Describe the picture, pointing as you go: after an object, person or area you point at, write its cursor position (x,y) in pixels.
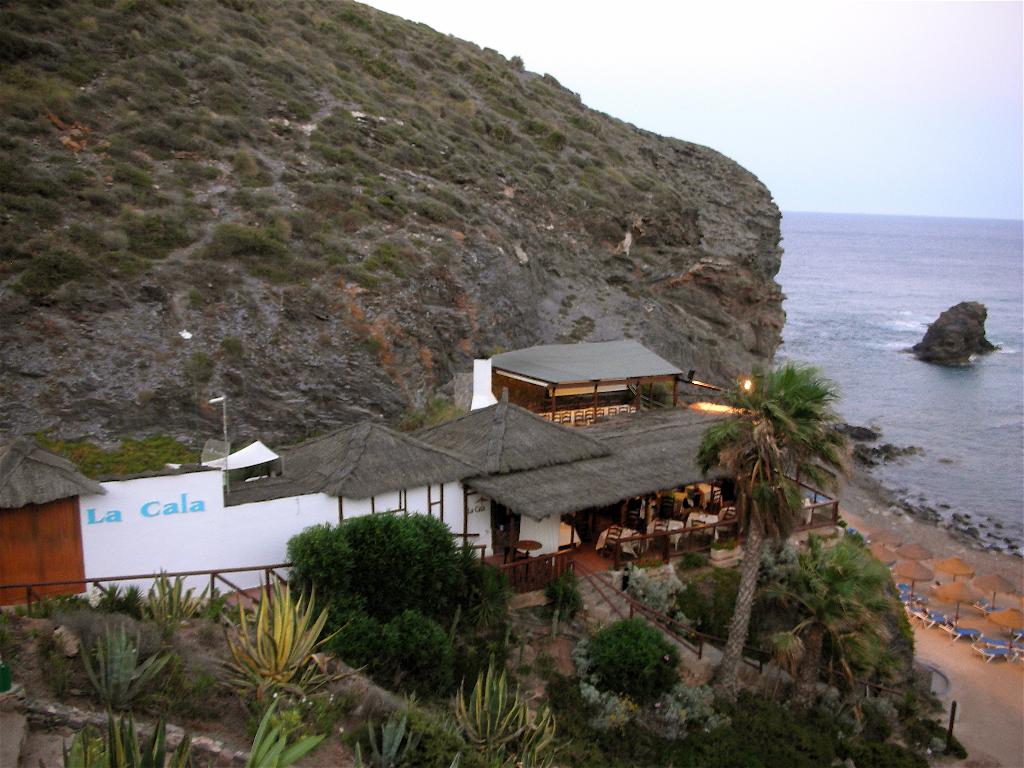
In this image we can see a building (588,501), few trees (845,578), plants (641,725), umbrellas (994,618) on the ground (945,663), water (957,462) on the right side of the image (942,468), a mountain (523,185) with grass (336,206) and the sky (702,42) in the background (758,55).
